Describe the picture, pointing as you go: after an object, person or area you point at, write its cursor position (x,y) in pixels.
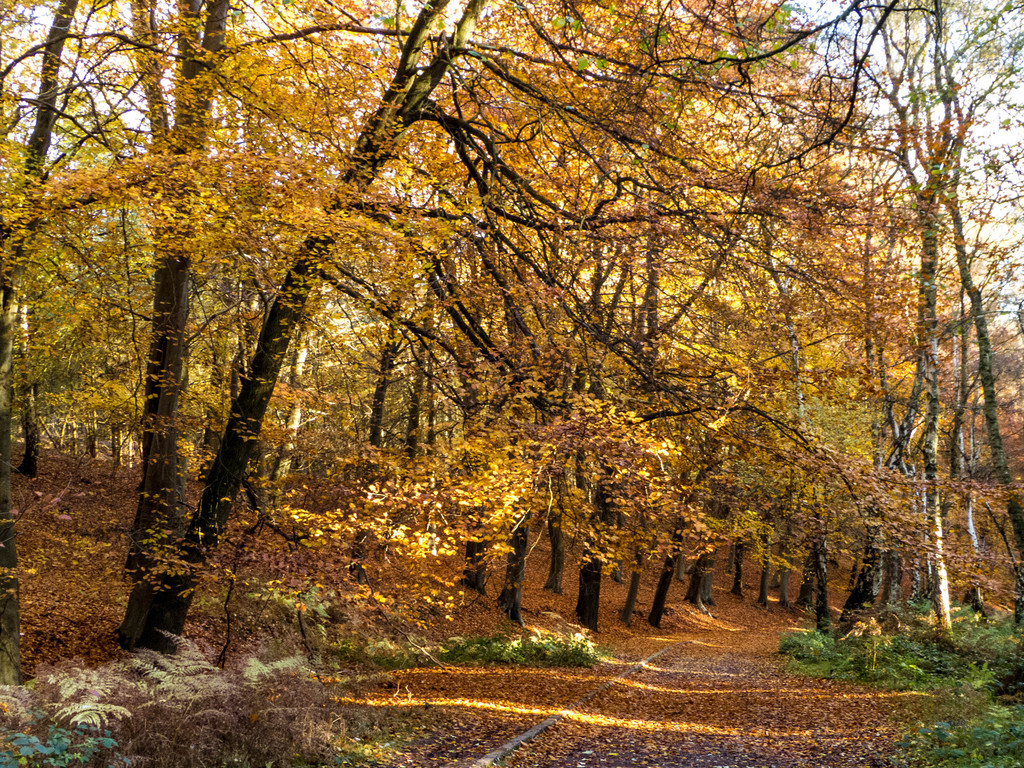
Here in this picture we can see the ground (629,634) is fully covered with grass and dry leaves (428,670) and we can also see plants (466,638) and trees (340,257) covered over there.
